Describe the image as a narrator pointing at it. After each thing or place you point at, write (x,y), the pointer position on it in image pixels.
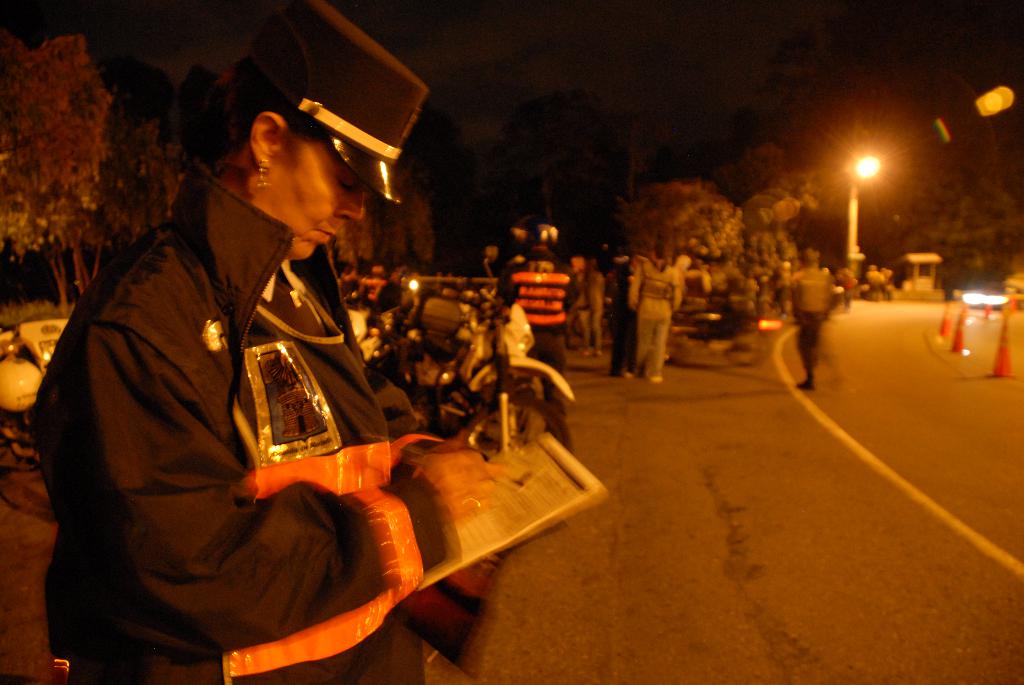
In this image I can see a road (748,428) and on it I can see number of people (798,297) are standing. I can also see few vehicles (501,365) and few orange colored traffic cones (948,318) on the road (520,590). In the background (415,196) I can see number of trees (692,175), a pole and a light (867,171). In the front (292,344) I can see a woman (351,208) is wearing a jacket (132,334), a cap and I can also see she is holding a white colour paper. I can also see this image is little bit blurry.
